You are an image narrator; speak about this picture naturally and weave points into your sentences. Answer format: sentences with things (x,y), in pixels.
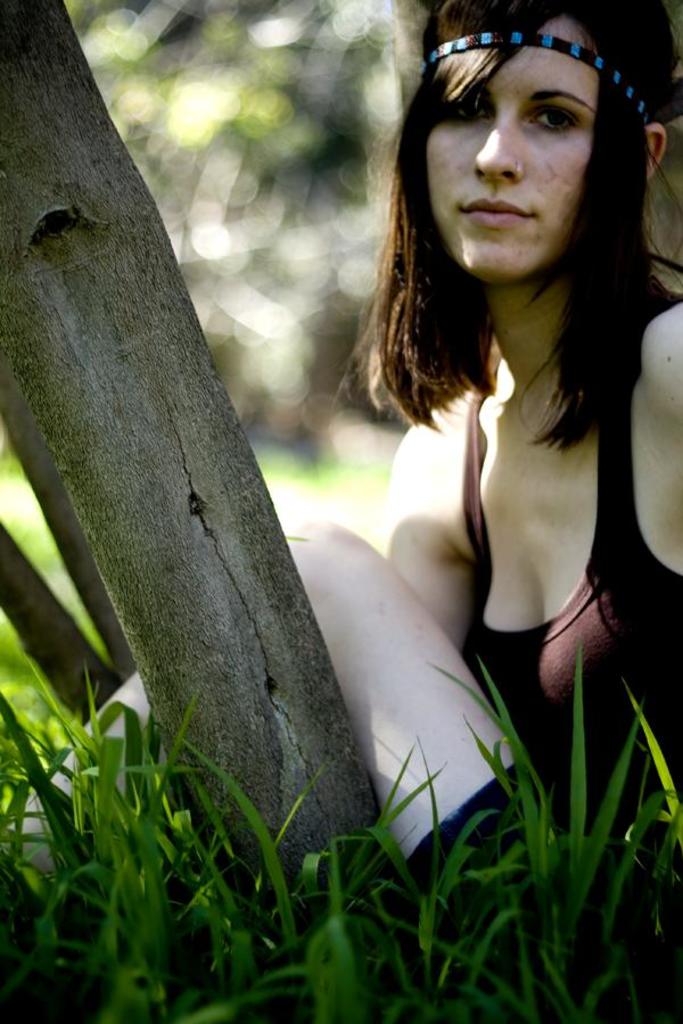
In this image, I can see the woman (497,804) sitting. She wore a headband (537,46) and a dress (596,698). This is the grass (301,973). I think this is the tree trunk (86,353). The background (332,367) looks blurry.
